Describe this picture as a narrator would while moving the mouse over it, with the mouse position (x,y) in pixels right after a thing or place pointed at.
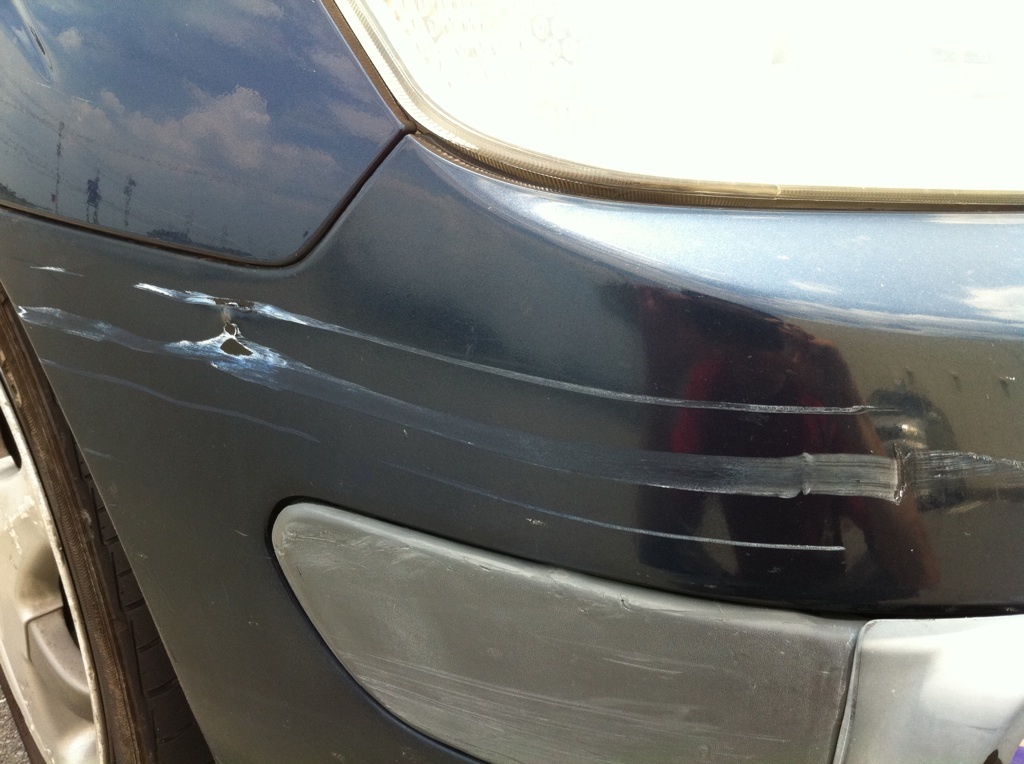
As we can see in the image there is a black color car (323,225), Tyre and head light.
